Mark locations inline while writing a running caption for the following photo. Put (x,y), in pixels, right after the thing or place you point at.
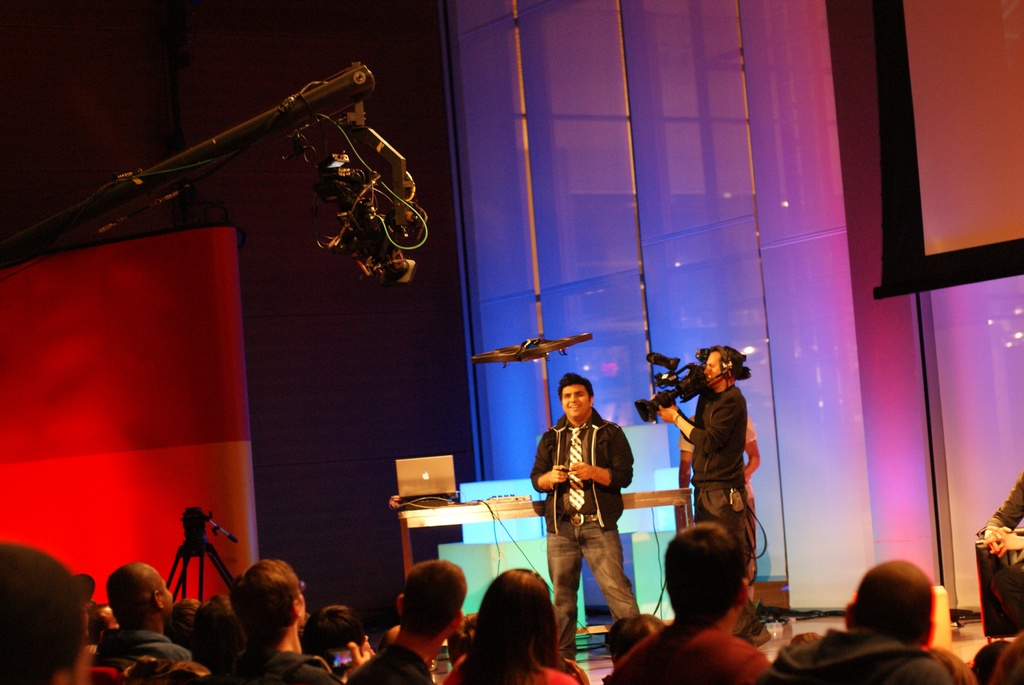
In the picture we can see two people (583,512) are standing on the stage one man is holding a camera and shooting another man (597,553) and beside him we can see a table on it we can see a laptop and some wires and beside the table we can see a tripod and in front of the man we can see some people (690,602) are sitting and watching them and in the background (921,531) we can see a wall (689,252) with a glass (629,33) and blue color light (611,203) focus on it and we can see some part of red in color.
